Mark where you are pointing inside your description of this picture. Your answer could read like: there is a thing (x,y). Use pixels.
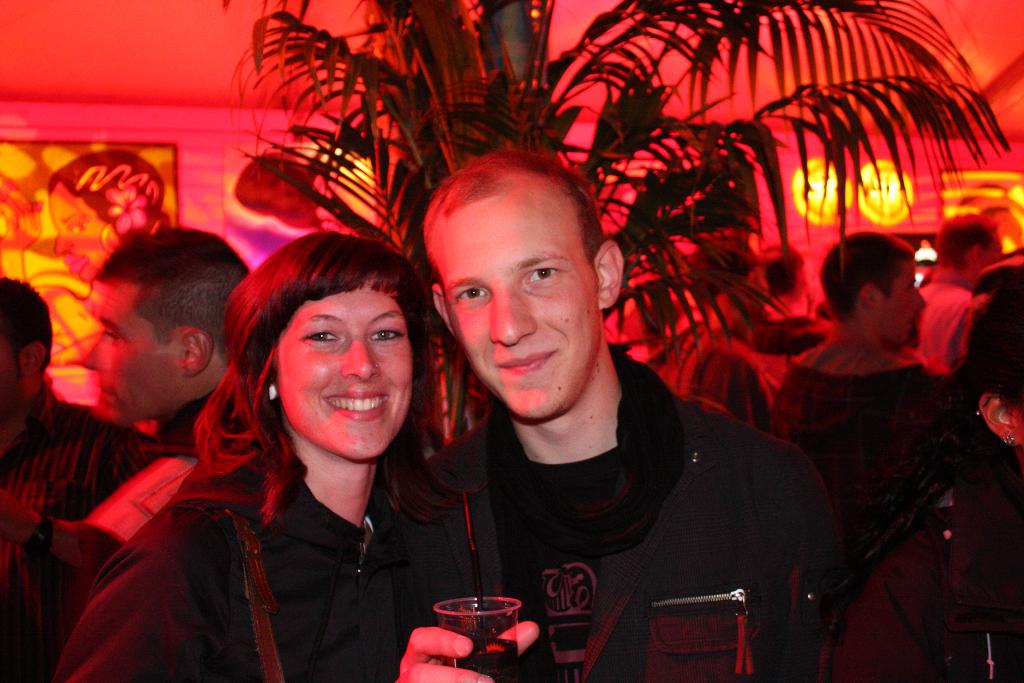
In the middle of the image (547,236) we can see two persons (591,544) and they are smiling. He is holding a glass (484,642) with his hand (535,632). In the background (47,285) we can see people (865,251), tree (648,13), lights (818,167), frame (318,201), wall (278,215), and few objects (987,187).
